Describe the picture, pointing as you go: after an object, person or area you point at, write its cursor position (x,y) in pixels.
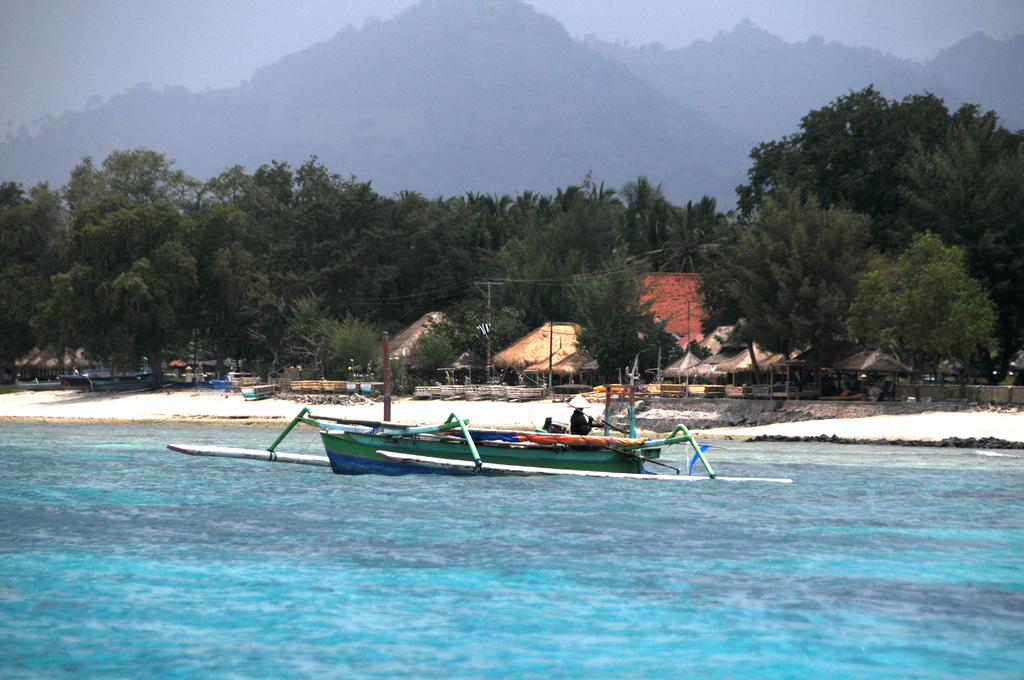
In this picture I can see a boat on the water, there is a person (584,408) holding a paddle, who is sitting on the boat (544,438), there are trees (461,299), boats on the sand (492,420), there are thatched gazebos (685,372), hills (1022,111), and in the background (566,22) there is sky (575,19).
